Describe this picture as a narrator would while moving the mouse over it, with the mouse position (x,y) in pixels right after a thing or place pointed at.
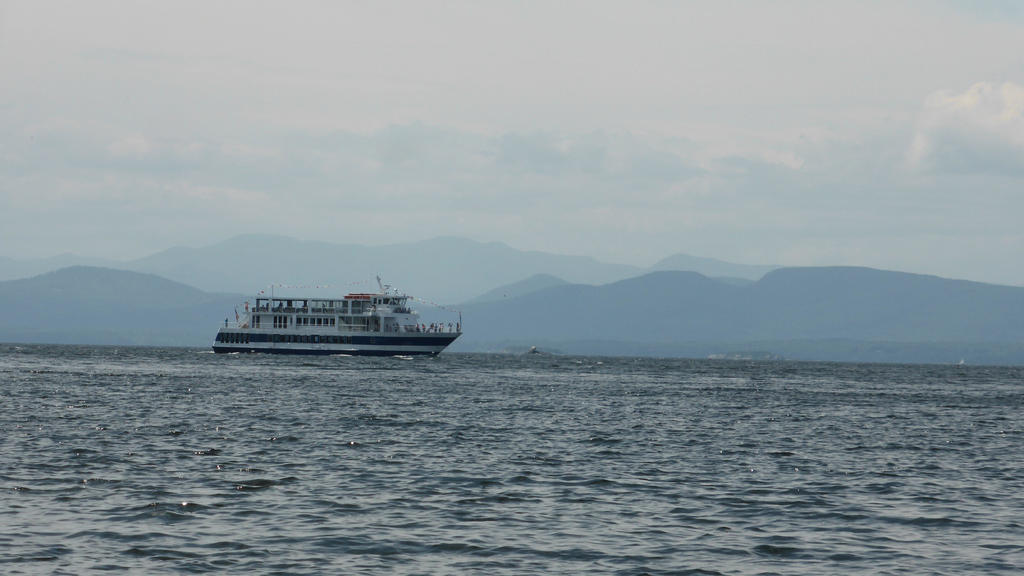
In the image we can see a ship (335,321) in the water (383,358), we can even see there are mountains (539,257) and a cloudy sky (549,168).
